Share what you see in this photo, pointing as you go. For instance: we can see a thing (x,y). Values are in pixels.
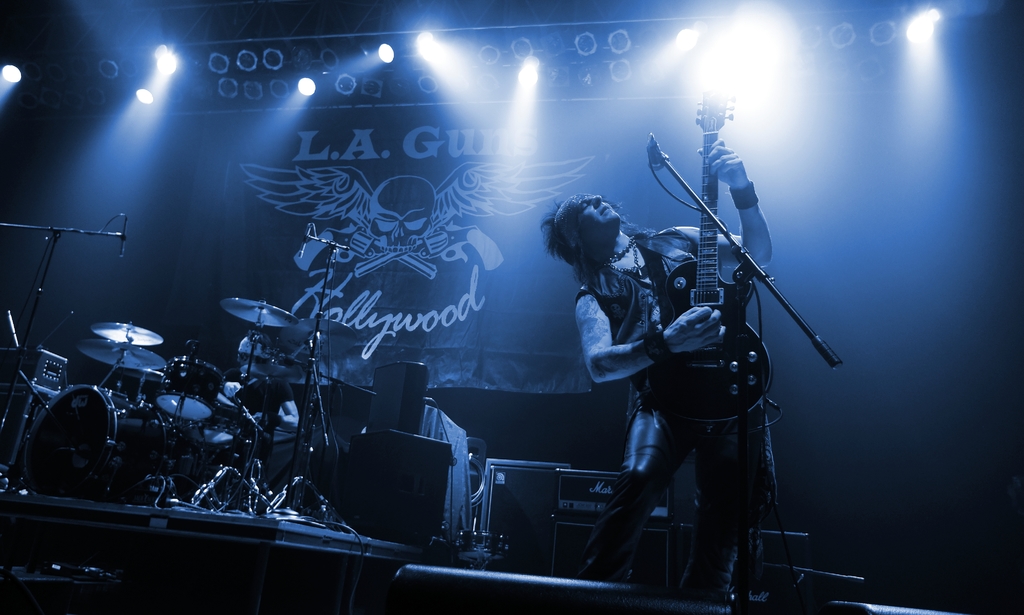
We can see there is a man (639,460) who is holding guitar (705,302) in his hand (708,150) and beside him there is a drum set (178,396) and speakers (543,563) on the stage (29,508).
